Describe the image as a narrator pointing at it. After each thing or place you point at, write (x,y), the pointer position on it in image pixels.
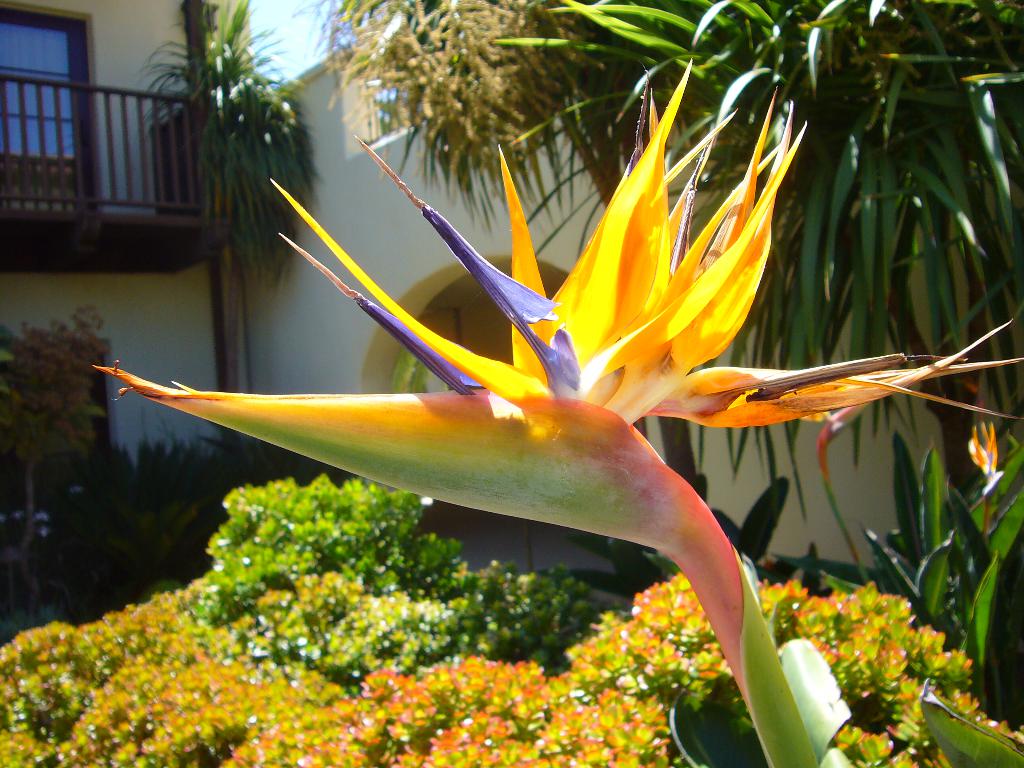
In this image we can see a flower (541,514). In the back (388,592) there are plants (434,609). Also there is a building (162,208) with railing (97,139) and arch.
